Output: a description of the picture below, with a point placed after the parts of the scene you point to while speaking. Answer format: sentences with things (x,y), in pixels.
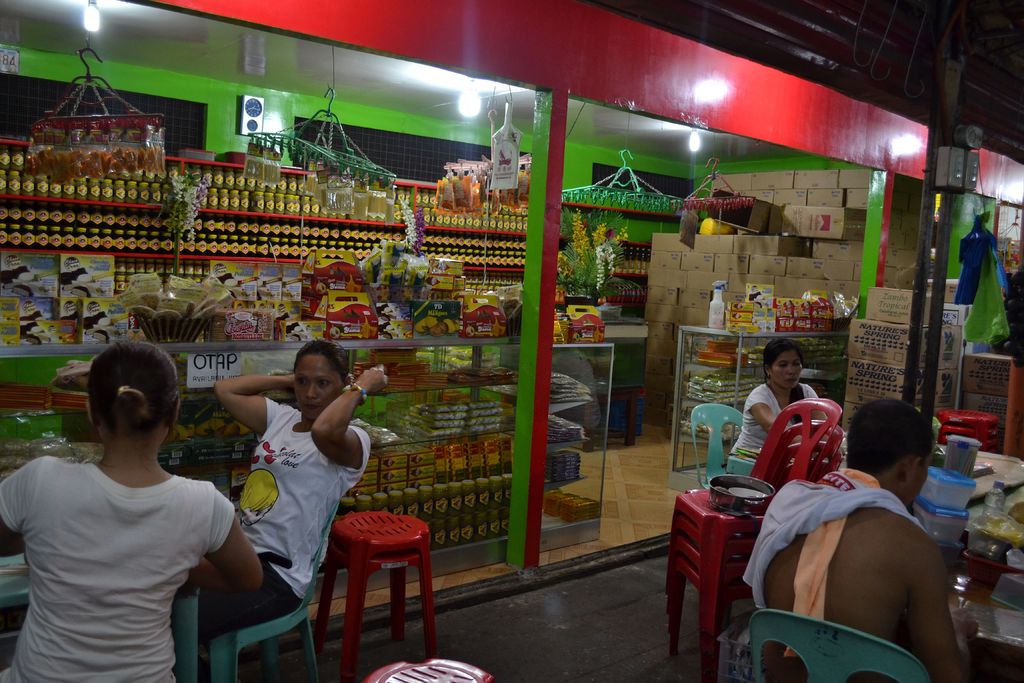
Four people (185,525) are sitting in chairs (721,443) in front of a store (652,441).
